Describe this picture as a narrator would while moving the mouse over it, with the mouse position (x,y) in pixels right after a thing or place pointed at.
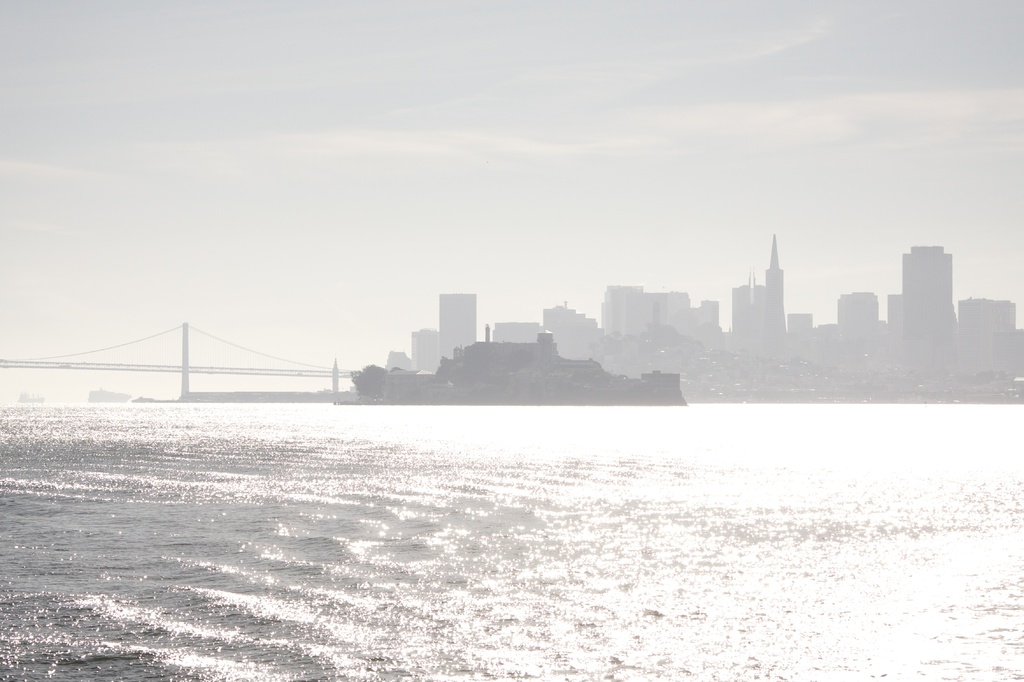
In this picture we can see ship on the water (464,423). In the background of the image (179,391) we can see bridge (252,353), buildings (713,348), tree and sky (532,186).
